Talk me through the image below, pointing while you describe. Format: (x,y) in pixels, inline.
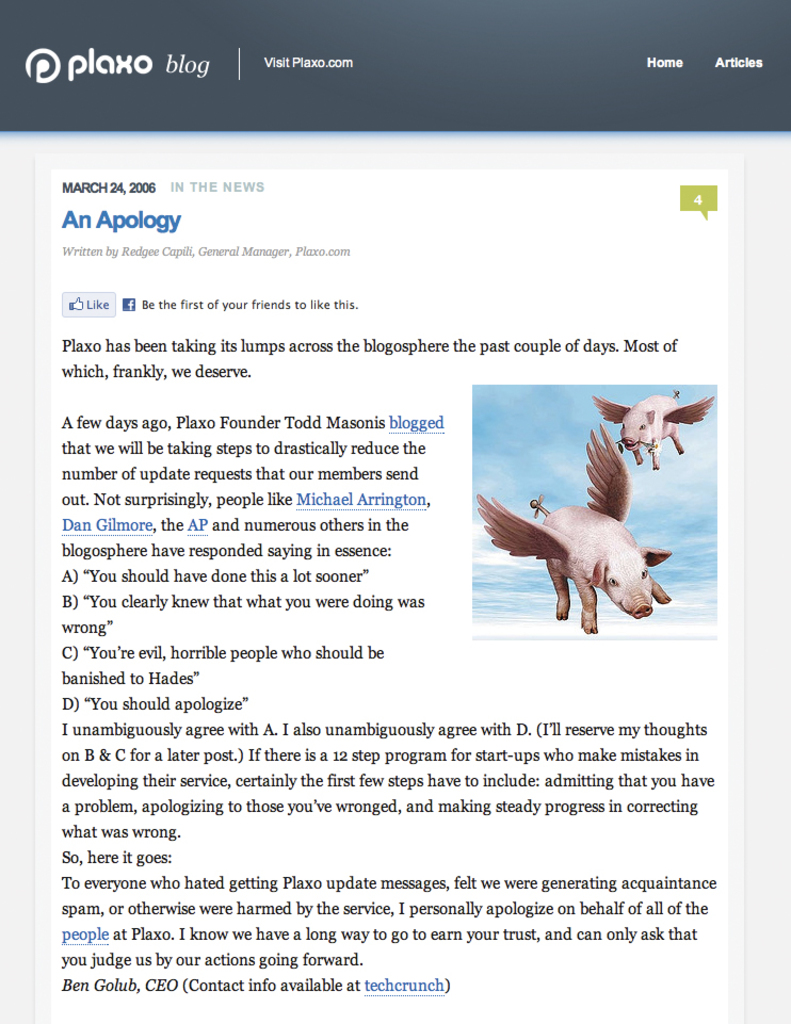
In this picture, we see text (230,712) printed on white paper (289,702). On the right side of the picture (644,496), we see the edited image of the pigs (595,532) flying in the sky (554,504). At the top of the picture (373,36), we see the black toolbar (266,86) with some text (146,60) written on it.
